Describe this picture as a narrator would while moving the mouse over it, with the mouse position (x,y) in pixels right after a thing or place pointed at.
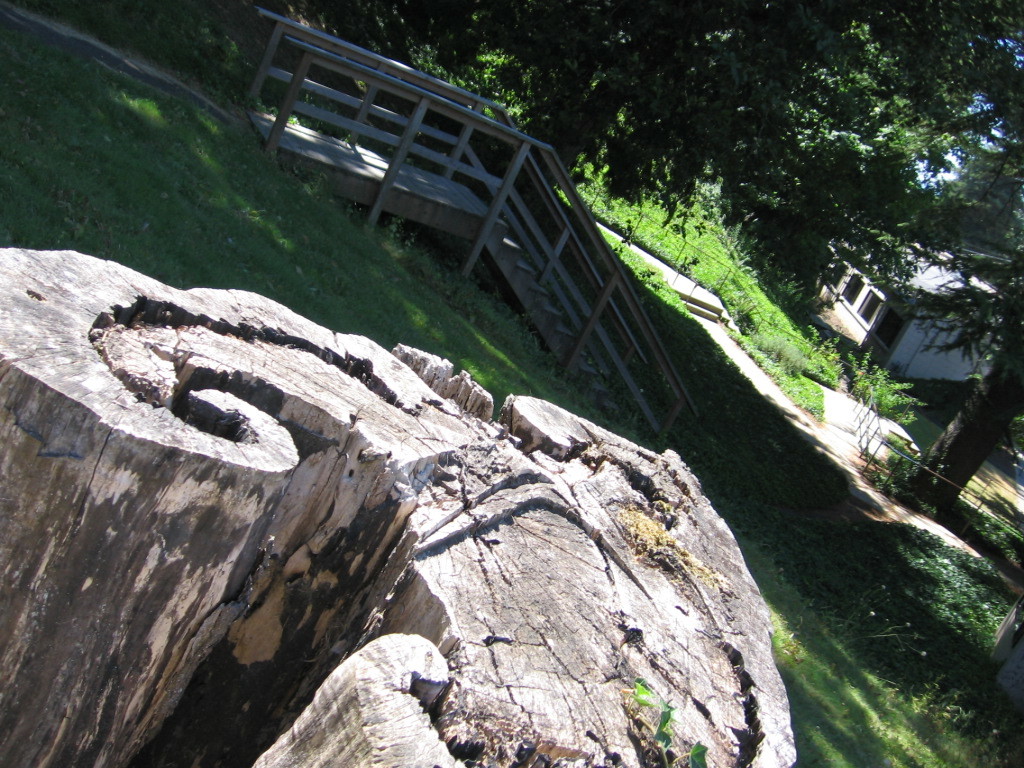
In the foreground (383,620) I can see a tree trunk (460,508), grass (340,267) and a staircase (548,317). In the background (477,74) I can see plants (963,616), trees (865,249), fence (881,443) and a house (885,347). This image is taken may be during a sunny day.
